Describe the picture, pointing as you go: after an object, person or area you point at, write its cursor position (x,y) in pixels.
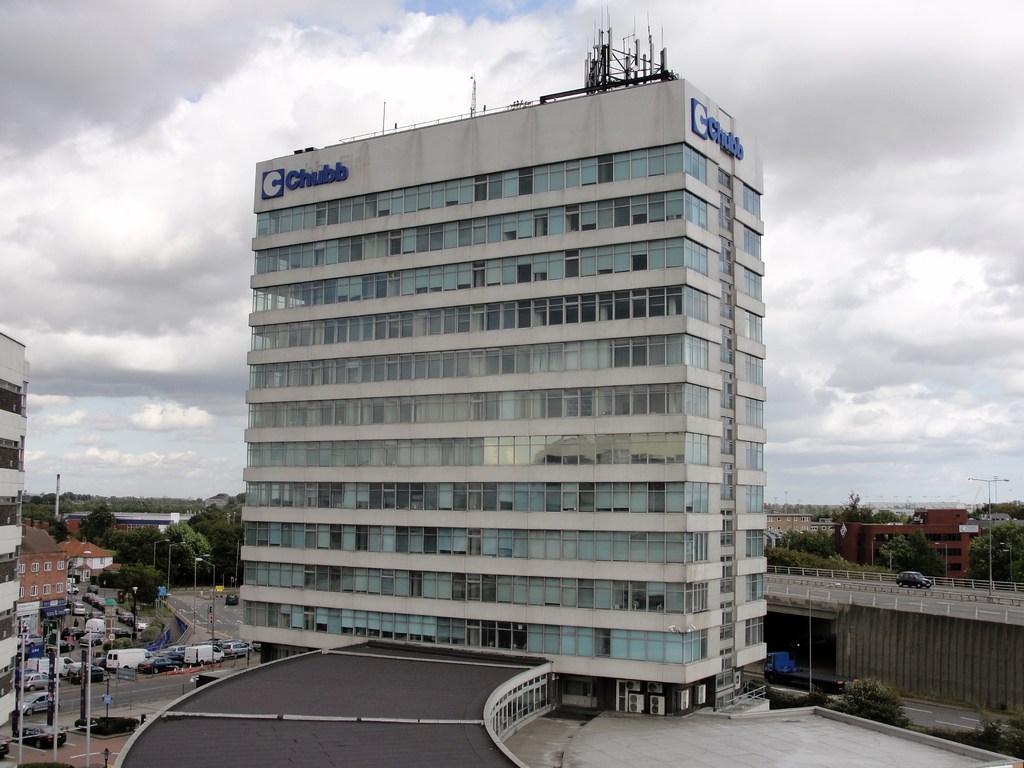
In this picture we can see buildings (216,753), here we can see vehicles (165,654) on the road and we can see sky (211,468) in the background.
